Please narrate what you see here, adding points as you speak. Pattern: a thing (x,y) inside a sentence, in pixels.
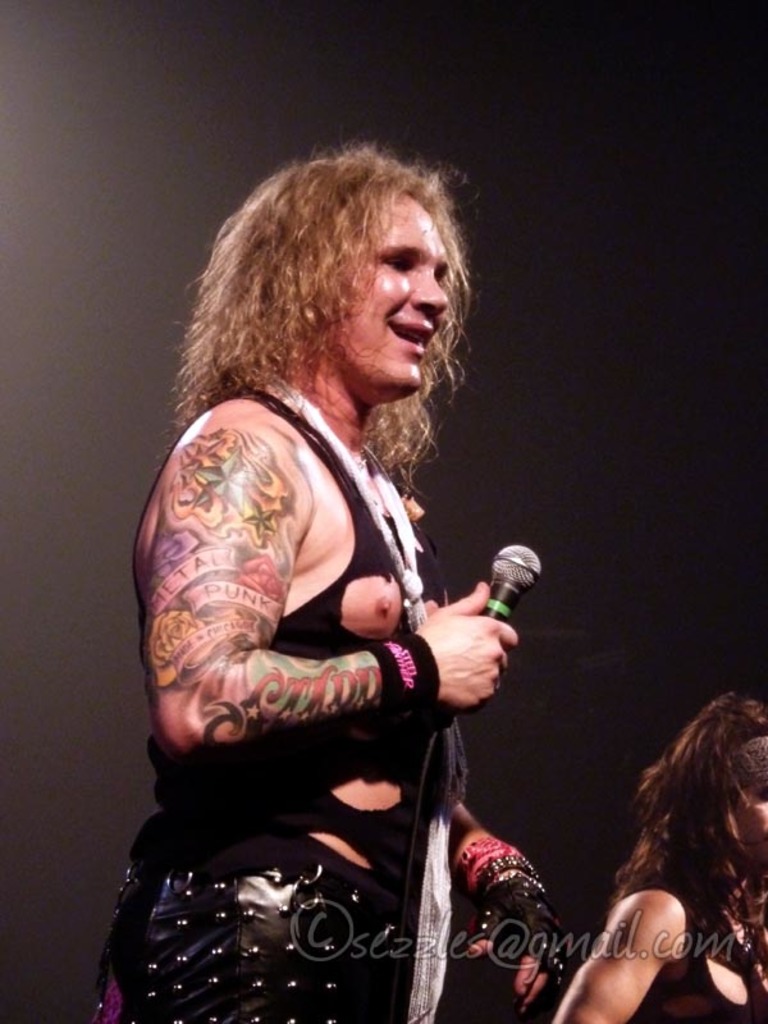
In the middle of the image (356,669) a person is standing and holding a microphone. In the bottom right corner of the image (605,1015) a person (601,1004) is standing.
